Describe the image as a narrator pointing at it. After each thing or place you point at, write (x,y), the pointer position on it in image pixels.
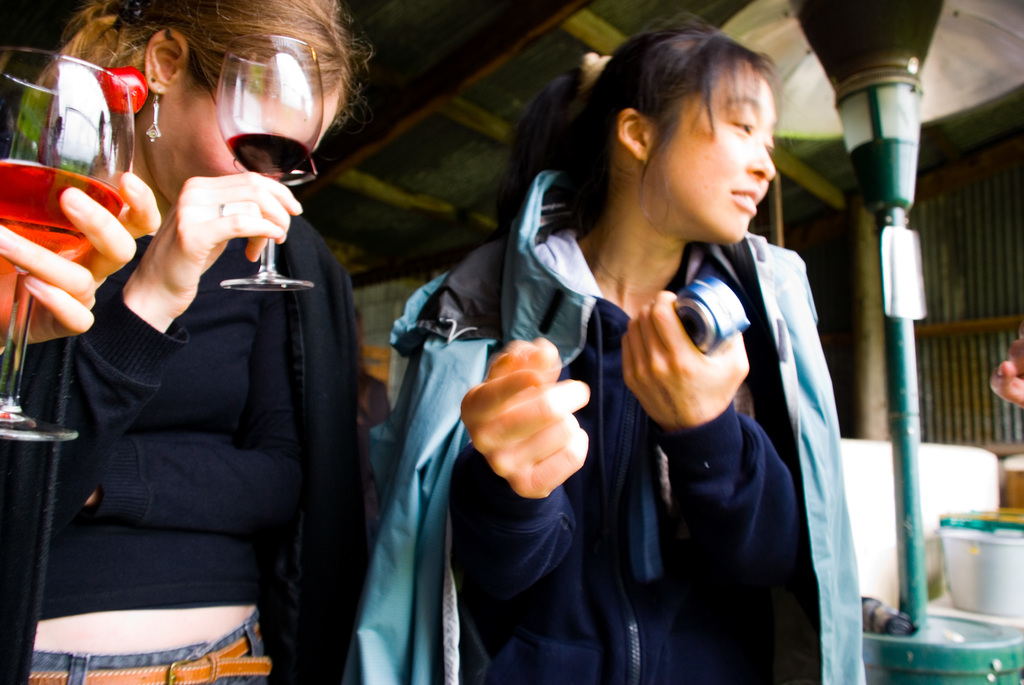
There are two women (349,48). She is holding a glass (285,41) with her hand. There is a pole (895,377) and this is box (990,544). And this is roof (453,87).
